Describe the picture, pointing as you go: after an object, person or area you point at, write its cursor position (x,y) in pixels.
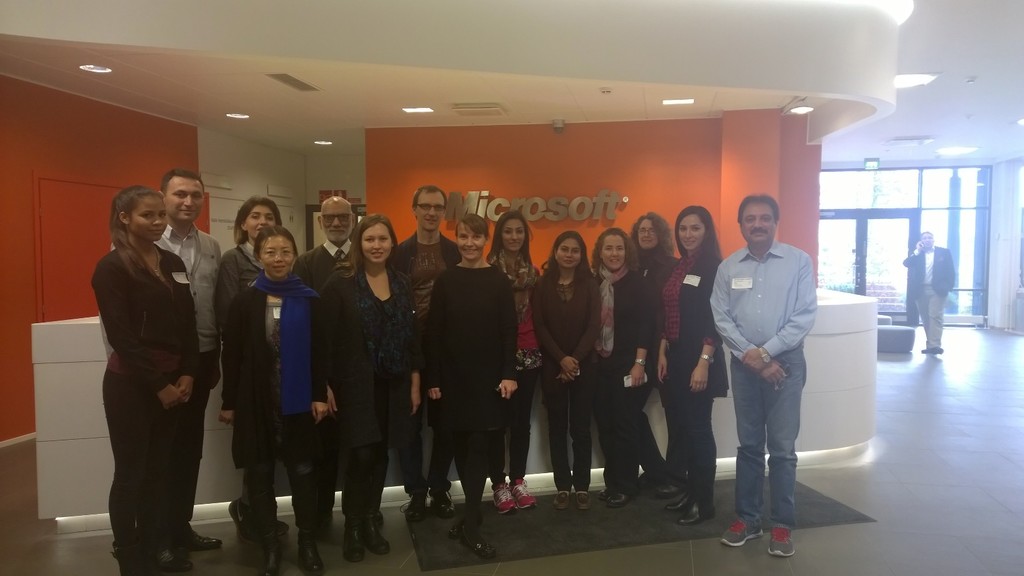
Group of people (128,373) standing and we can see floor (903,364). Background we can see person (931,312), wall (441,180) and lights (808,454).
